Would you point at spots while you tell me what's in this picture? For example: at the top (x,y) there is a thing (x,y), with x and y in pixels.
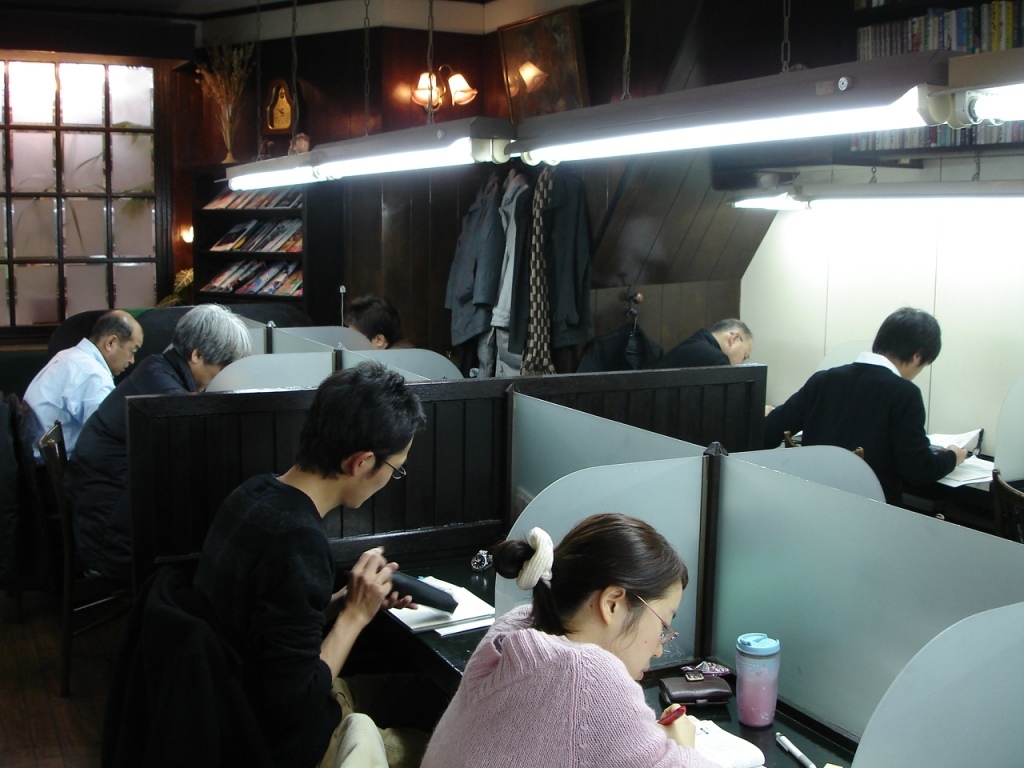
In the picture we can see inside the office (424,475) with some cabins (865,590) and some people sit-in the chairs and doing their work and to the ceiling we can see some lights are hanged and in the background (70,75), we can see a wall (280,151) with a window (152,306) and glass (153,289) to it and beside it, we can see a rack (237,251) with full of books (274,279) in it and besides we can also see a hanger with some clothes (499,335) to it.
